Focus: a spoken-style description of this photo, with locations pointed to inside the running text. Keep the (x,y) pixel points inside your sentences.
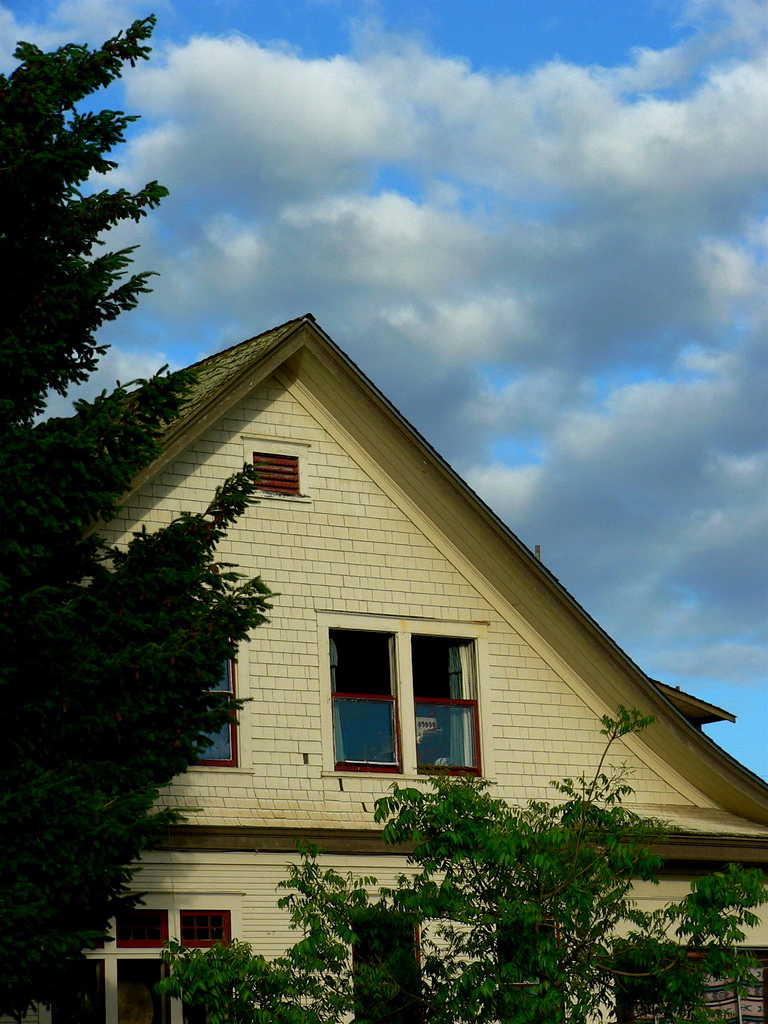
This picture is clicked outside. In the foreground (450,940) we can see the plants (517,990). In the center (256,437) there is a house (474,744) and we can see the windows (460,722) of the house (301,604). On the left (43,385) we can see the trees (83,340). In the background (360,125) there is a sky (488,45) with the clouds (516,330).
